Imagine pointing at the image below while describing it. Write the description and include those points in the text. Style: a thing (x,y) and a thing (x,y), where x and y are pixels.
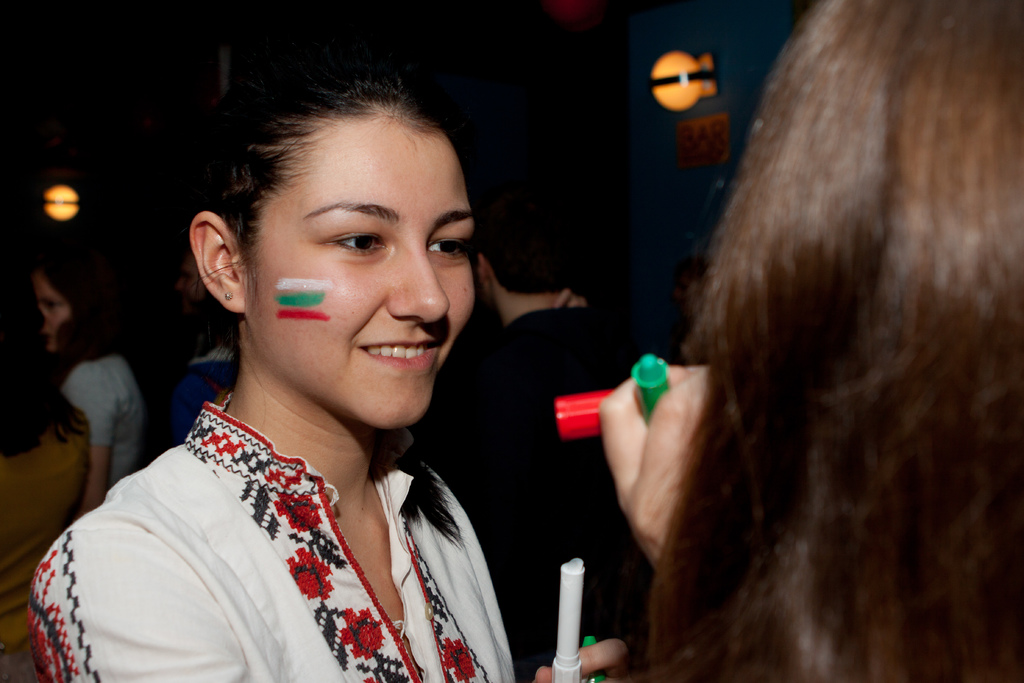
In this image we can see a woman (412,482) and she is holding an object (576,593). There is a dark background (35,522) and we can see lights (680,55), board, and people (594,467). On the right side of the image (842,512) we can see person's hair (858,198).
